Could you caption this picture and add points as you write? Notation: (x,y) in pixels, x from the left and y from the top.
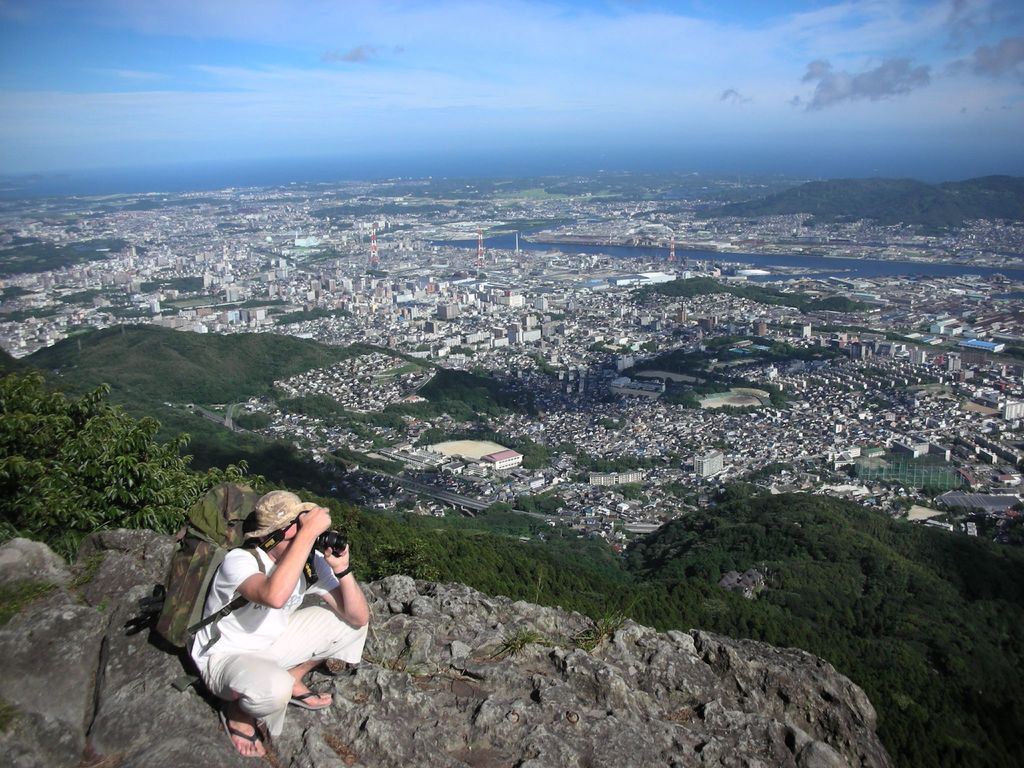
In the foreground of this image (271,619), there is a man (280,648) squatting on a cliff (400,731) wearing a backpack (205,555) and hat (286,512) and he is holding a camera (316,546). In the background (178,415), we can see the city (585,356), water (846,269), cliffs (170,374), sky (621,27) and the cloud (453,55).
